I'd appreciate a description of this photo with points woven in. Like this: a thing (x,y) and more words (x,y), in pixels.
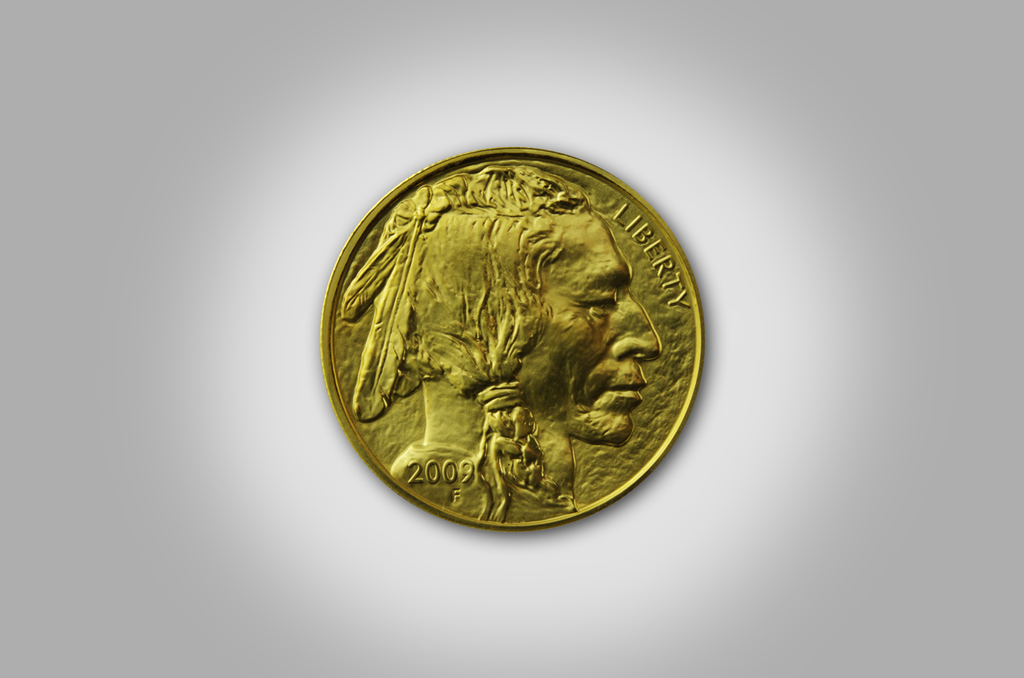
In this image we can see a coin (534,287) with a picture (613,371) and text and the background (735,146) is white in color.
